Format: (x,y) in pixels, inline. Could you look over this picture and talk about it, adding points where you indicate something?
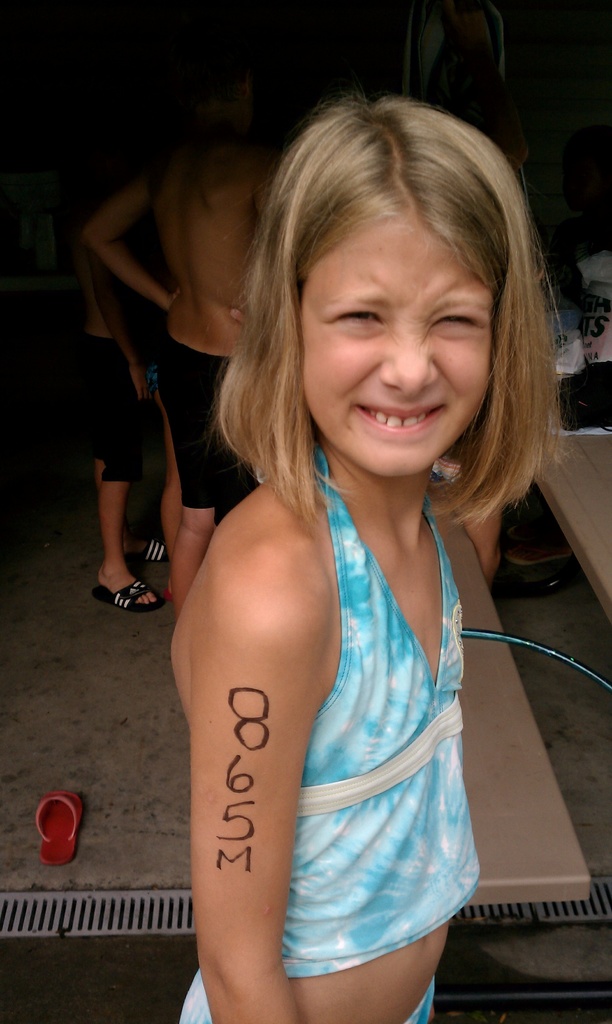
In the center of the image (298,650) we can see one girl (400,881) standing and she is in blue and white color top (306,772). And we can see some different expression on her face (369,436). In the background (26,419) there is a wall (20,425), one red footwear (50,831), black and white object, bag (602,330), table (570,456), few people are sitting, few people (89,300) are standing and a few other objects (498,65).
